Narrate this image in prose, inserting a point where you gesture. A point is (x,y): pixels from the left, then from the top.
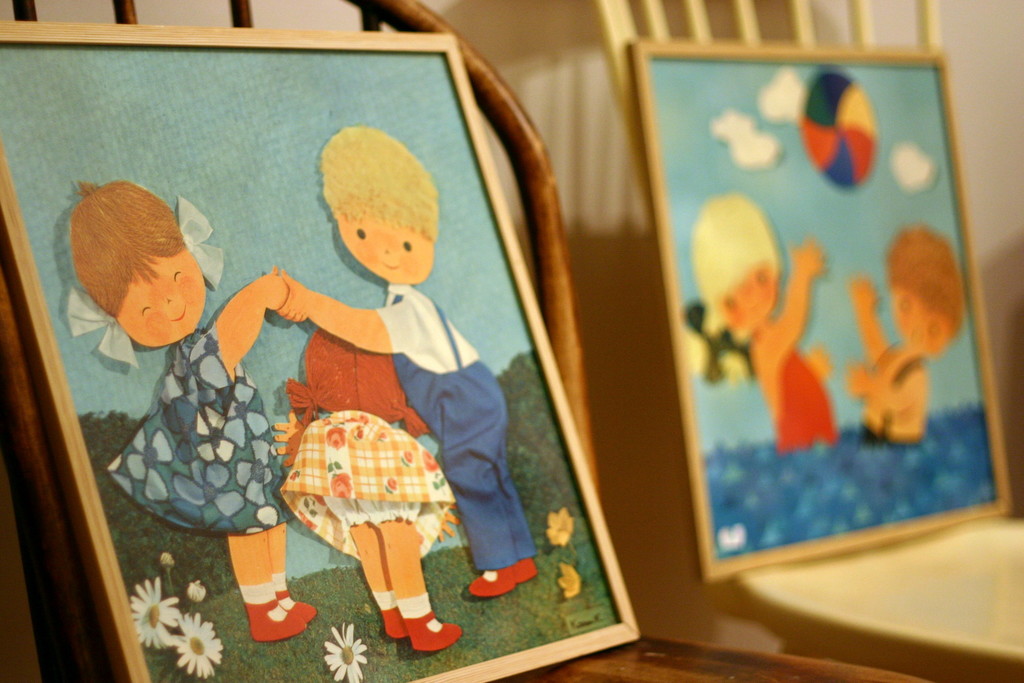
In the foreground of the picture (340,205) there is a frame (315,467) in the chair (705,643). The background (624,32) is blurred. In the background (819,398) there is a frame (885,437) in chair (926,604).
